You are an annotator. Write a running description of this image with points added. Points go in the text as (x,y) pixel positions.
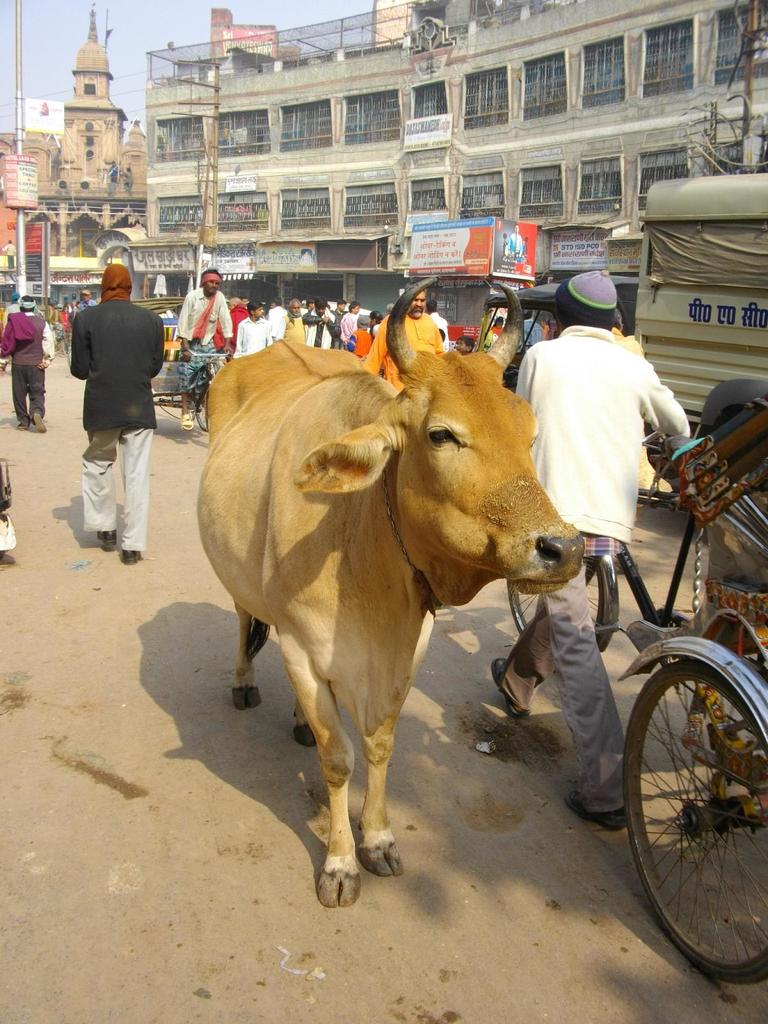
In this picture I can see the road (474,600), on which we can see a cow (539,579), vehicles (702,517), some people (116,413) are on the road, around we can see some buildings (160,220) to which we can see some boards (438,220).
